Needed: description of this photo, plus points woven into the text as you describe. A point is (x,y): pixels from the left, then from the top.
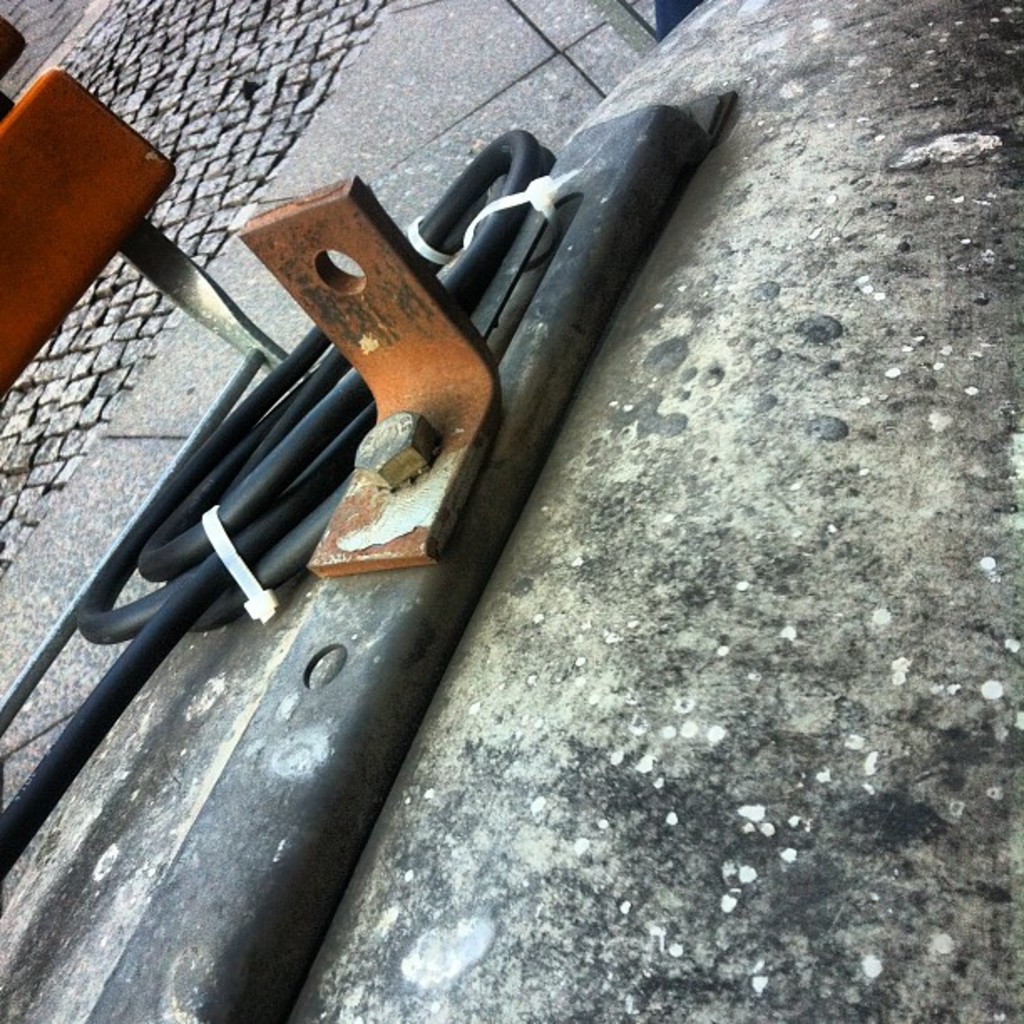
In the image we can see this is a street (315,48), pipe (263,442) and other object (339,698).
